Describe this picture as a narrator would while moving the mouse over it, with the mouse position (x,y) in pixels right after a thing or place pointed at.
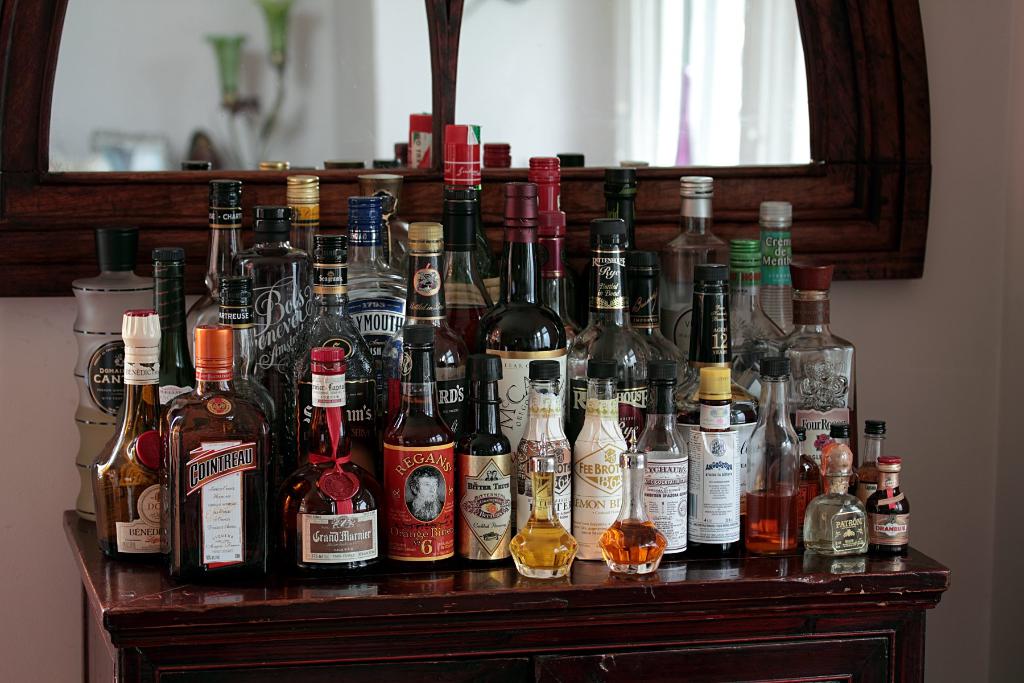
In this image there are more bottles (406,486) keeping on the table (631,640) and behind the bottles (274,334) one big mirror (400,89) is there and mirrors (39,236) and tables (266,623) color is chocolate color means brownish color.
